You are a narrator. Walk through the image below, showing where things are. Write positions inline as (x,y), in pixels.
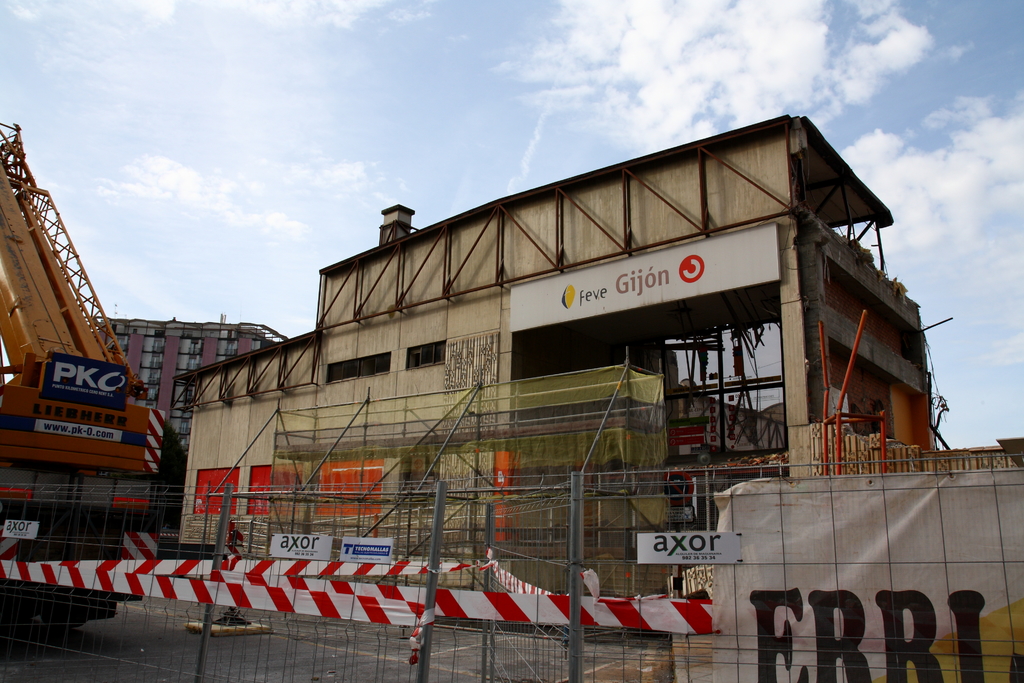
This picture is clicked outside. In the foreground (177,561) we can see the mesh (472,538) and the metal rods (225,504) and we can see the text (886,630) on the boards (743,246). On the left (34,204) we can see a crane like object (71,429). In the background (307,87) we can see the sky (742,63) with the clouds (752,79). In the center (546,330) we can see the buildings (489,371), metal rods (779,387) and many other objects (957,462).
